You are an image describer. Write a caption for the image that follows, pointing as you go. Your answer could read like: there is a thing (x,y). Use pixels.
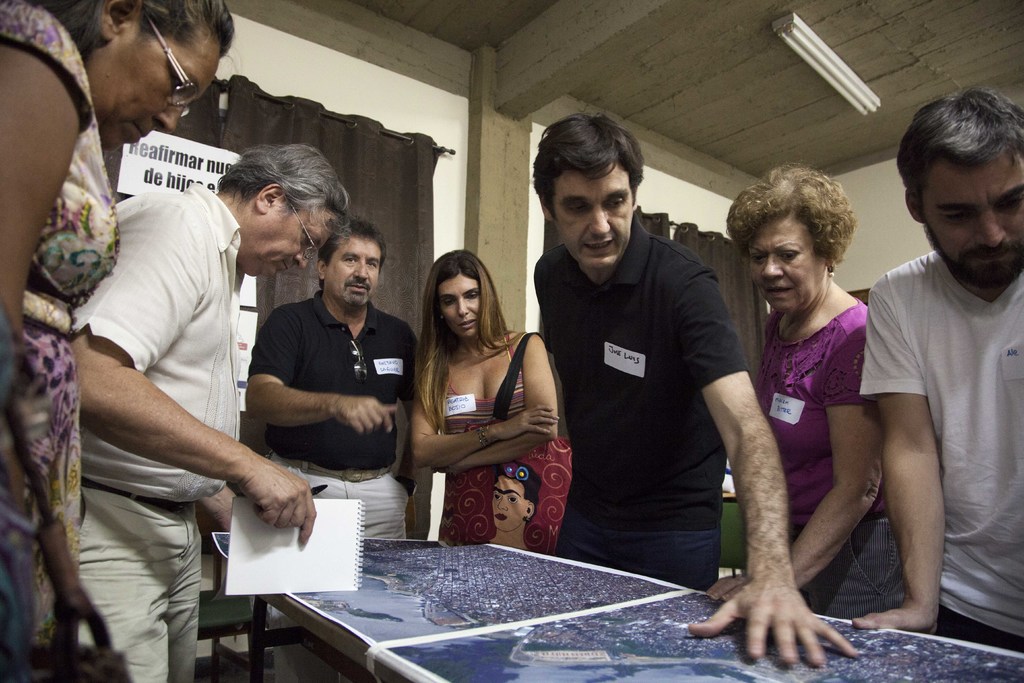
In this picture, we see many people (589,385) are standing. In front of them, we see a table (488,622) on which charts (533,608) or posters (609,584) are placed. The man (673,415) in black T-shirt (660,393) is trying to put his hand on the table (679,611). The man (149,201) in white shirt (182,317) is holding a book (310,551) and a pen (325,487) in his hand (270,481). In the background (399,188), we see a white wall (437,173), a black sheet (383,185) and a board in white color with some text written on it. At the top of the picture (491,5), we see the ceiling (517,95) of the room (418,74).
